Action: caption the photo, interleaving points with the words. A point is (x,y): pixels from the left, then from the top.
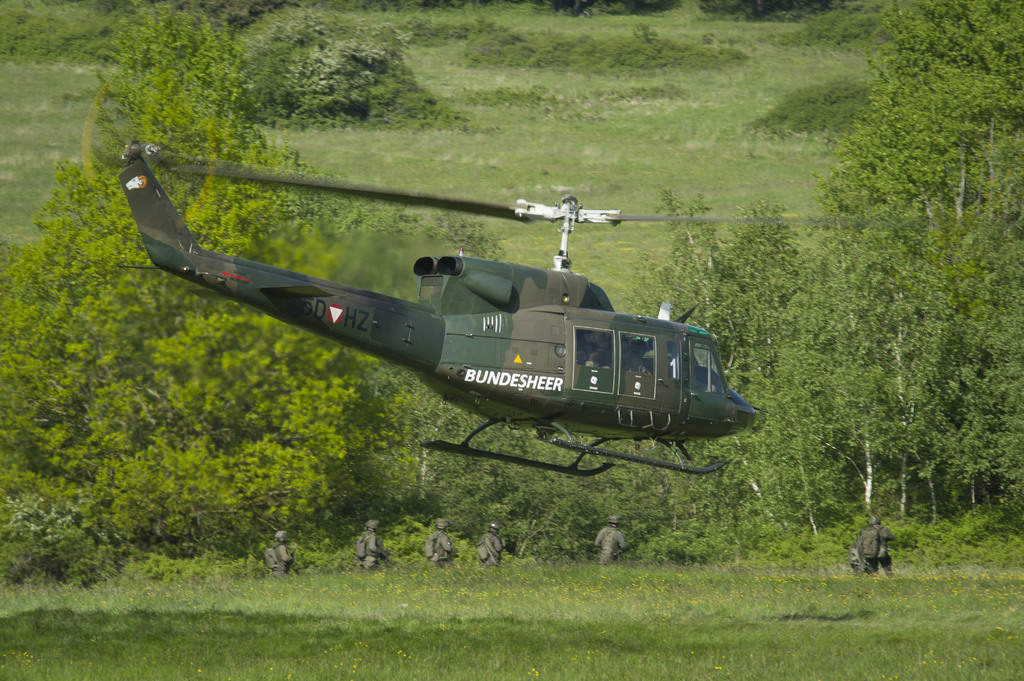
In this image we can see an aircraft (592,378). We can see few people (629,348) are flying in an aircraft (628,360) in the image. There are many trees (562,540) and plants (560,539) in the image. There are few people (610,557) on the ground (640,567). There is some text (486,382) on the aircraft (489,378).
